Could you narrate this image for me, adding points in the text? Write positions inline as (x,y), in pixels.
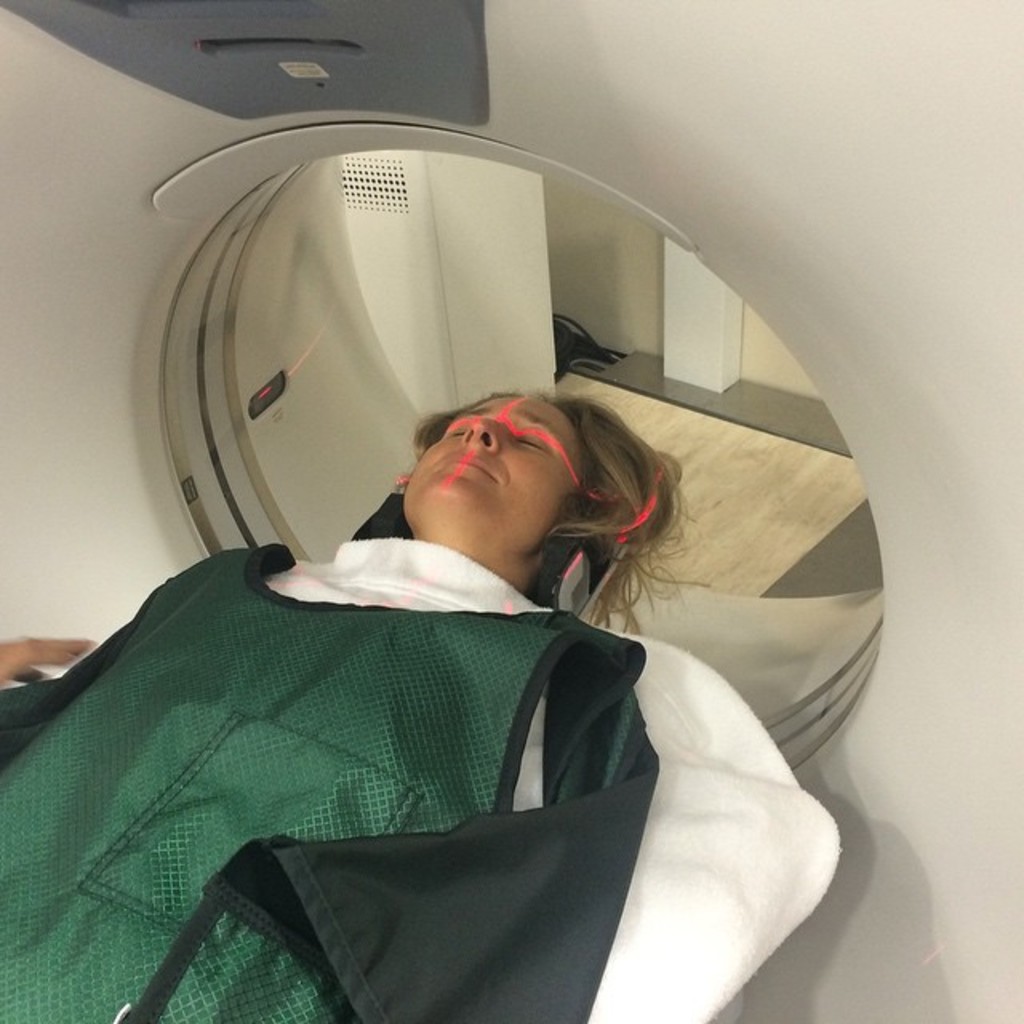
In the image we can see there is a woman (638,671) lying on the bed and there is a full body CT scan machine (367,76).
